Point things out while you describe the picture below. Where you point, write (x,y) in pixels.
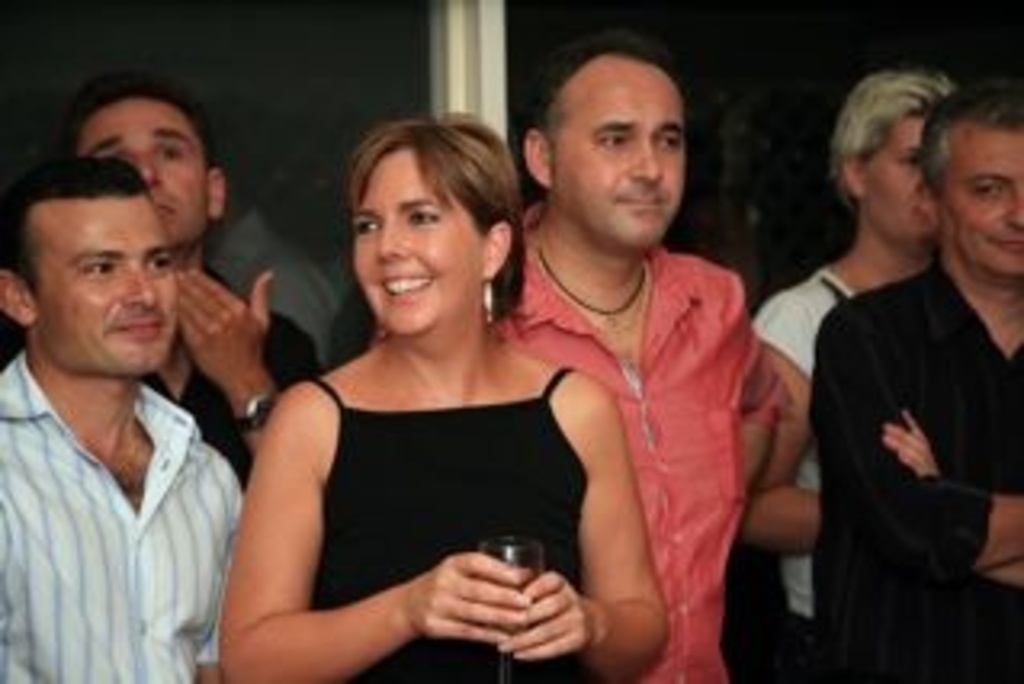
In the picture I can see a group of people (561,388) are standing among them the woman (384,362) in the front (380,427) is holding a glass (520,613) in the hand (502,603) and smiling.
